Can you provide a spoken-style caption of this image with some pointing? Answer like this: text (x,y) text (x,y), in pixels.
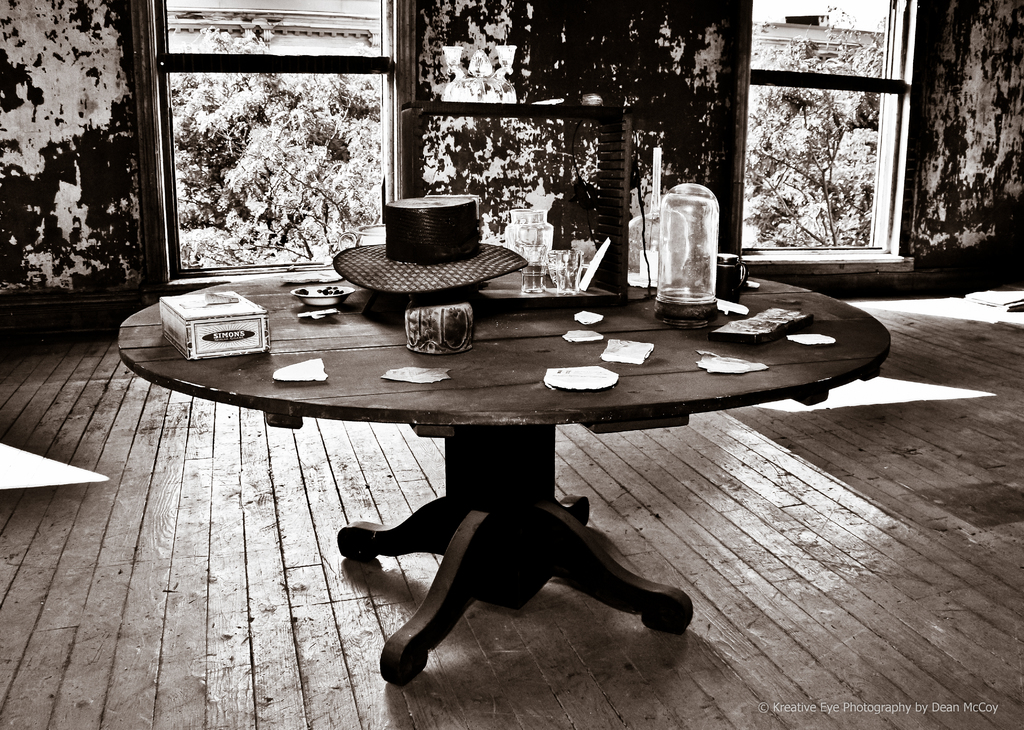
In this image i can see a table (398,303) on which there are some objects (236,300), tissues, glasses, hat (384,269) and at the background of the image (460,129) there is a wall (451,146) and trees (376,171).
